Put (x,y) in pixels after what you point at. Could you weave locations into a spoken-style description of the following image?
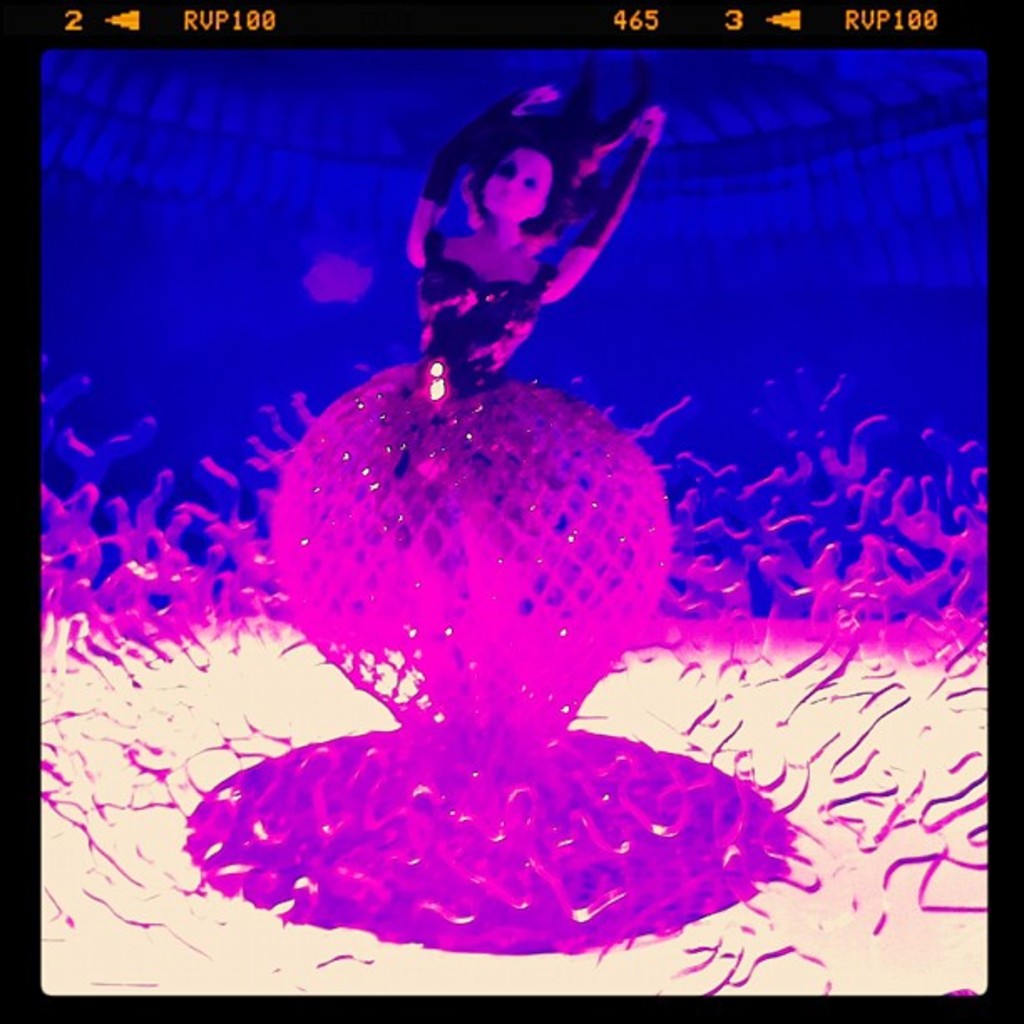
In this image, we can see a screen (70,957). In that screen (473,789), we can see a woman (491,326) and pink color. Background there is a blue color. Top of the image (936,18), we can see some text (917,11) and numbers (903,21). Here there is a black color board (20,764) we can see.
